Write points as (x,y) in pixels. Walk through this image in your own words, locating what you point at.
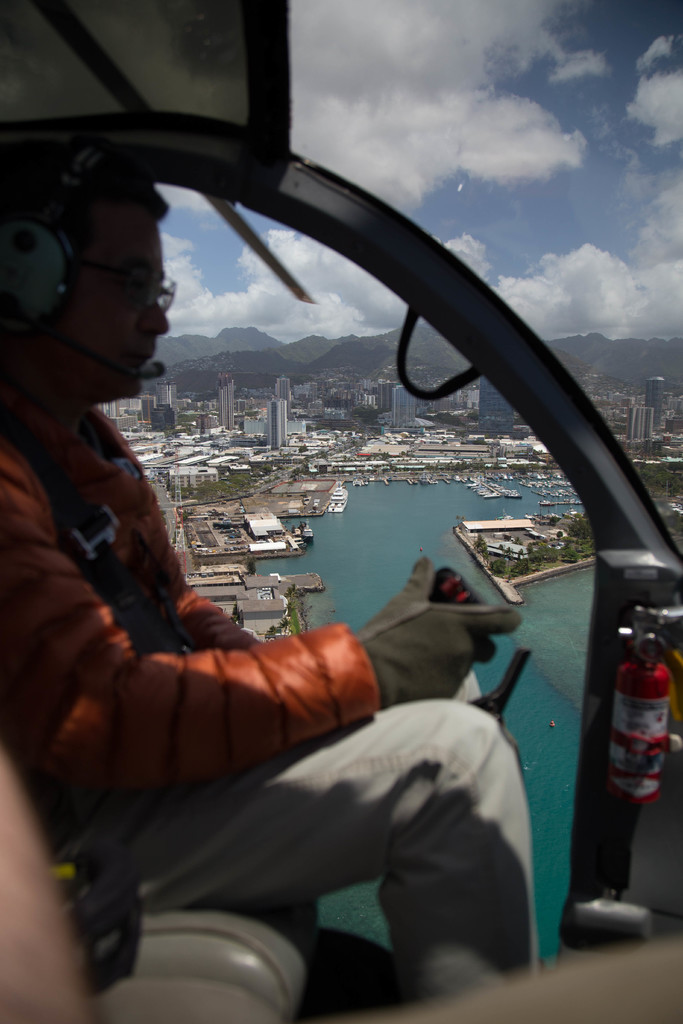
The picture is captured from a helicopter (79,100) and there is a person (349,756) sitting by wearing a jacket (320,642) and headset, he is holding some object (448,600) in his hands (405,624). Outside the helicopter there is an aerial view of the city (304,464) and in the background (167,355) there are mountains (208,357).
